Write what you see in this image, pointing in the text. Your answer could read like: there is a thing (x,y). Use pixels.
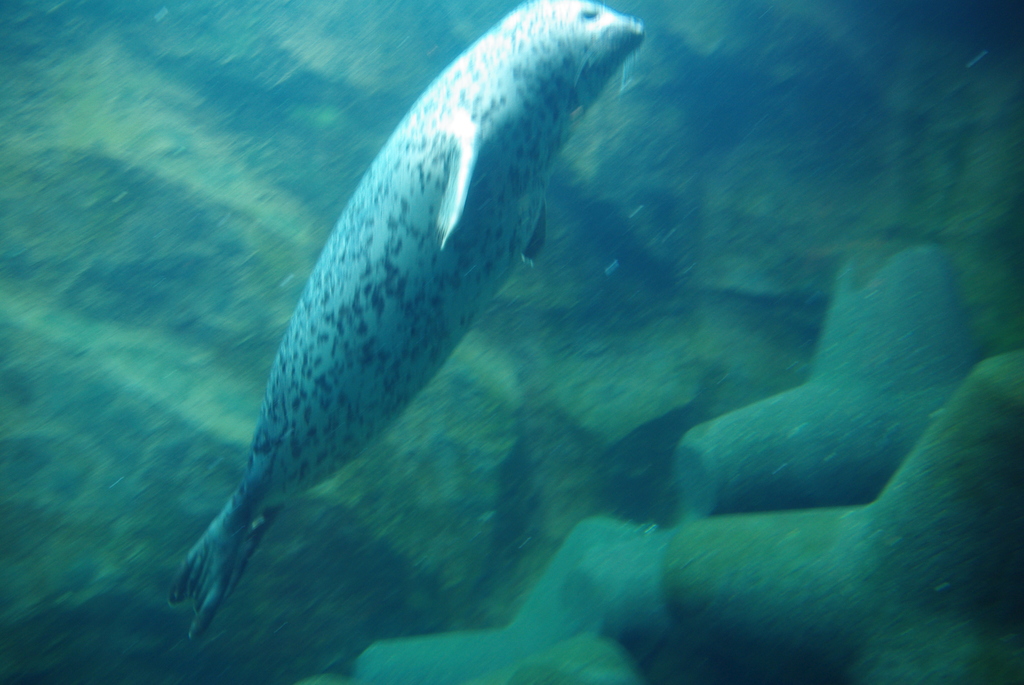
In this picture I can see the ocean animal (443,122) underwater.
